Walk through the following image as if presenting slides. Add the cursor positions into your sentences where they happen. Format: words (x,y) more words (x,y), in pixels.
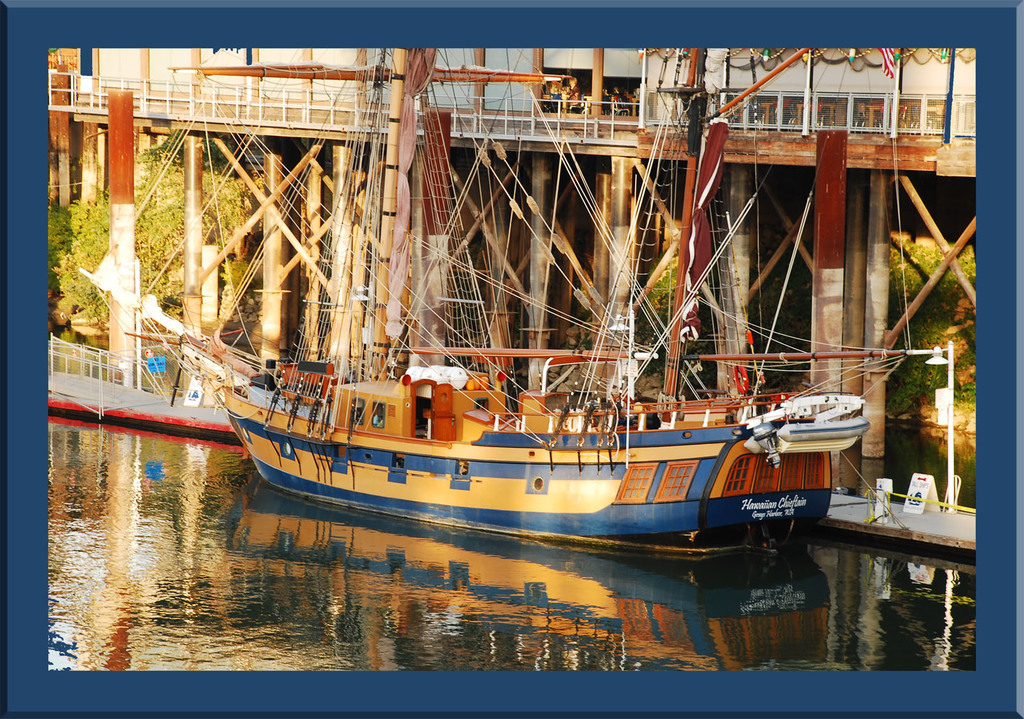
In this image there is a boat (373,507) on the water body (515,618). In the background (298,160) there is a bridge (268,119) and trees (899,240).
